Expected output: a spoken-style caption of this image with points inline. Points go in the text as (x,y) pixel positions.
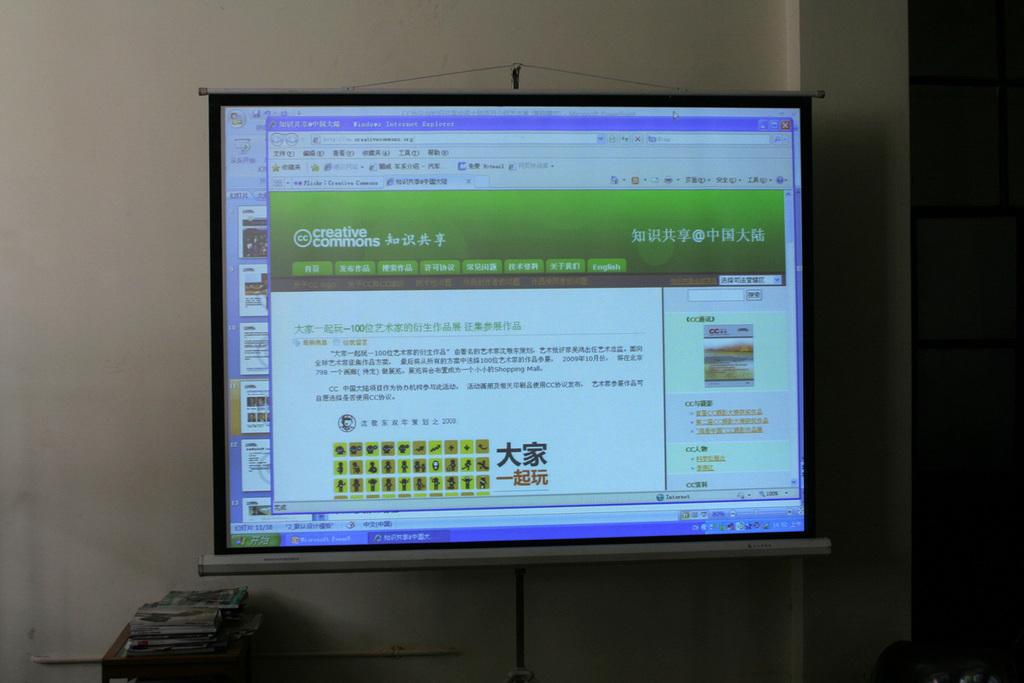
In this image I can see a projection screen (460,326) and some projection (465,325) on it. I can see few books (180,611) on the table (168,661). In the background (126,374) I can see the white colored wall (103,214).
